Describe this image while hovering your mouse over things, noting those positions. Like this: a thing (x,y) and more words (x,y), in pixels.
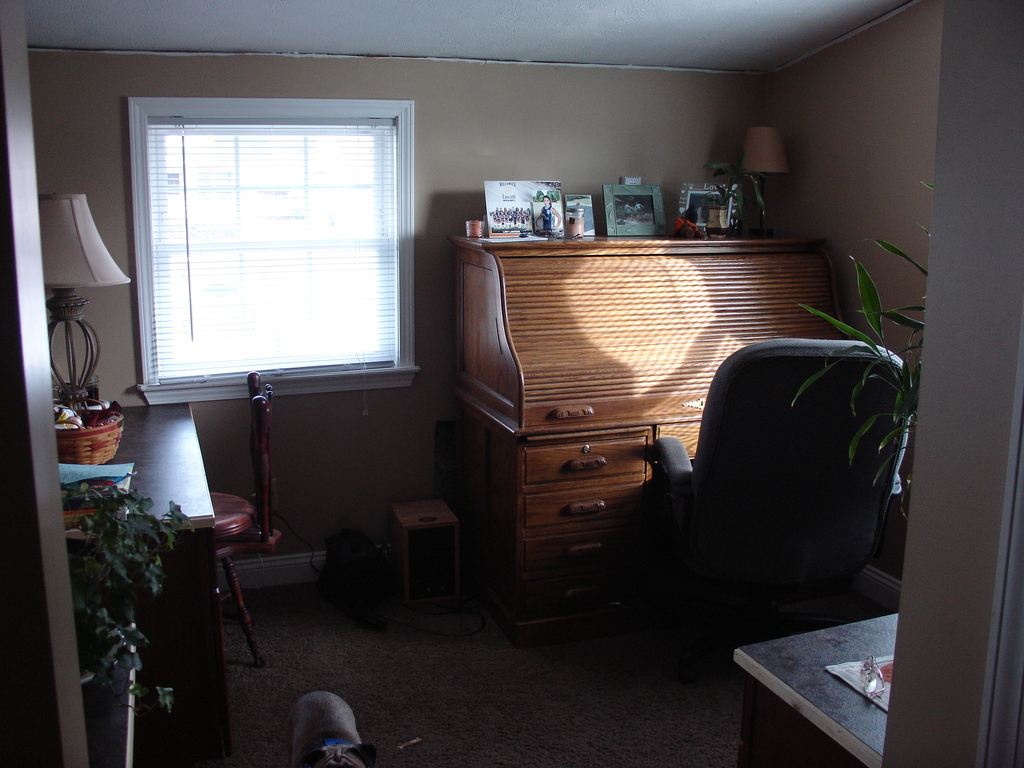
In this image I can see a chair (871,541), a cupboard (553,444) and few frames (529,228) on it. I can also see few plants (918,326) and lamps (76,200).
